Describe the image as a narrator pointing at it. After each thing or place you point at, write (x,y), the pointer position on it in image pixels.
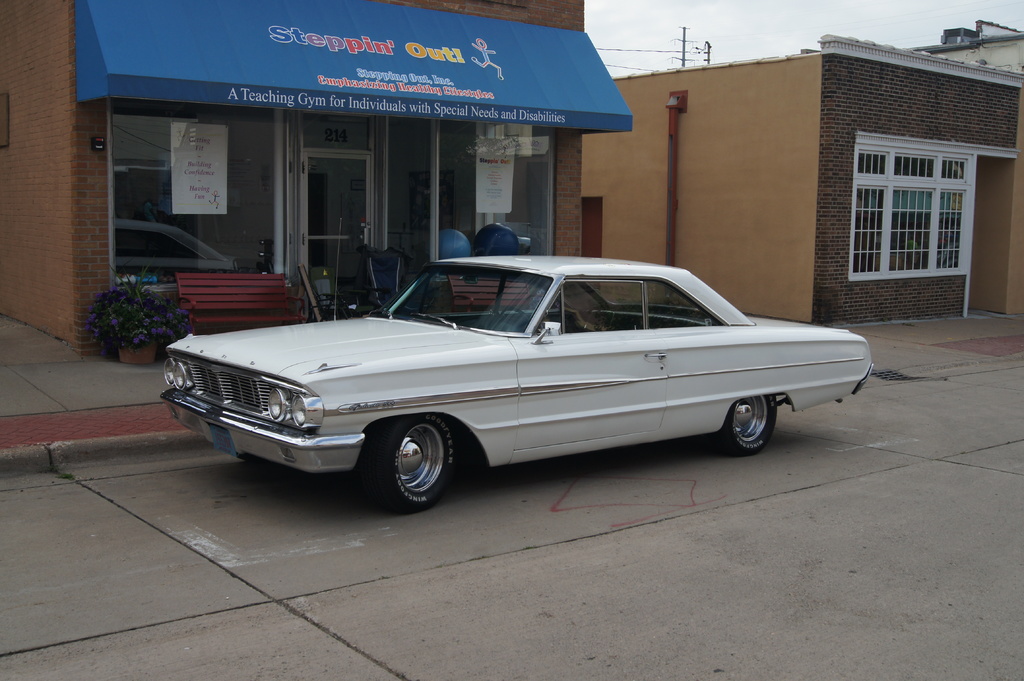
In this image we can see a car (712,375) parked on the road (415,524). To the left side of the image (223,164) we can see a building (401,142) with windows (459,200), door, a sign board (476,114) with some text (472,79) on it. Two balls (459,241) are placed inside the window (409,264), chairs (370,290), bench (294,306) and a plant (149,347) are placed on the ground (102,379). In the background (903,267), we can see a building (878,247) with pipe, poles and the sky (670,28).
